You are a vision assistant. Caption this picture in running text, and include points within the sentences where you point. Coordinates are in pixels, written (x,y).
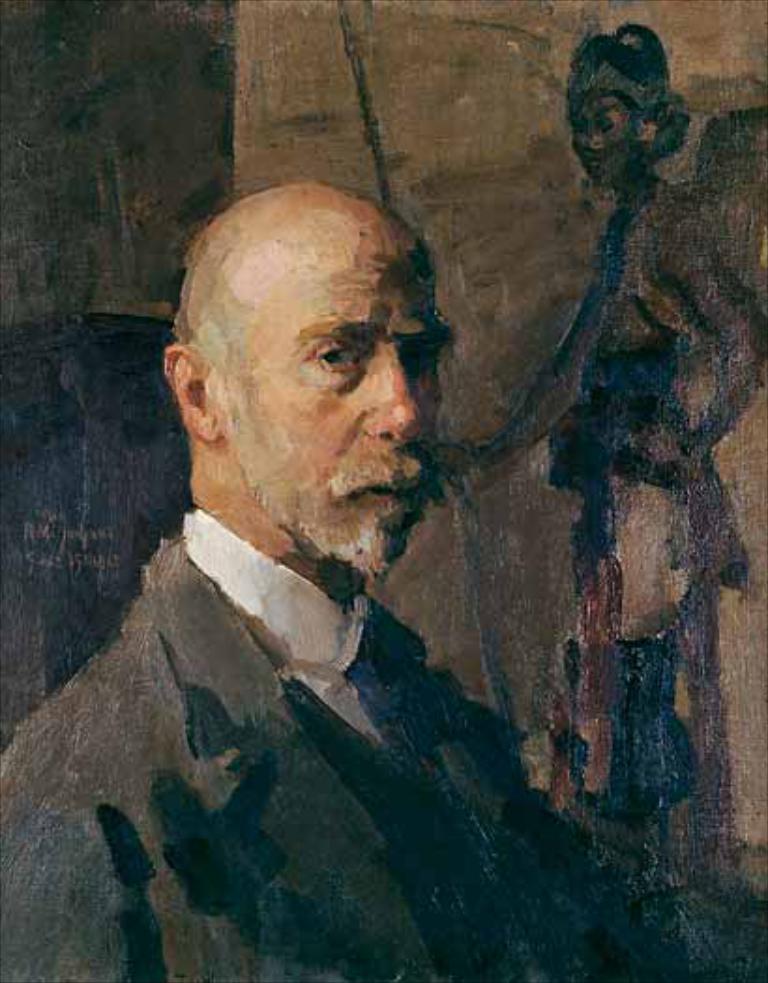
It is a blur picture of a man (232,505) and behind the man (294,487) there is some painting (581,514) on a wall (461,623).
